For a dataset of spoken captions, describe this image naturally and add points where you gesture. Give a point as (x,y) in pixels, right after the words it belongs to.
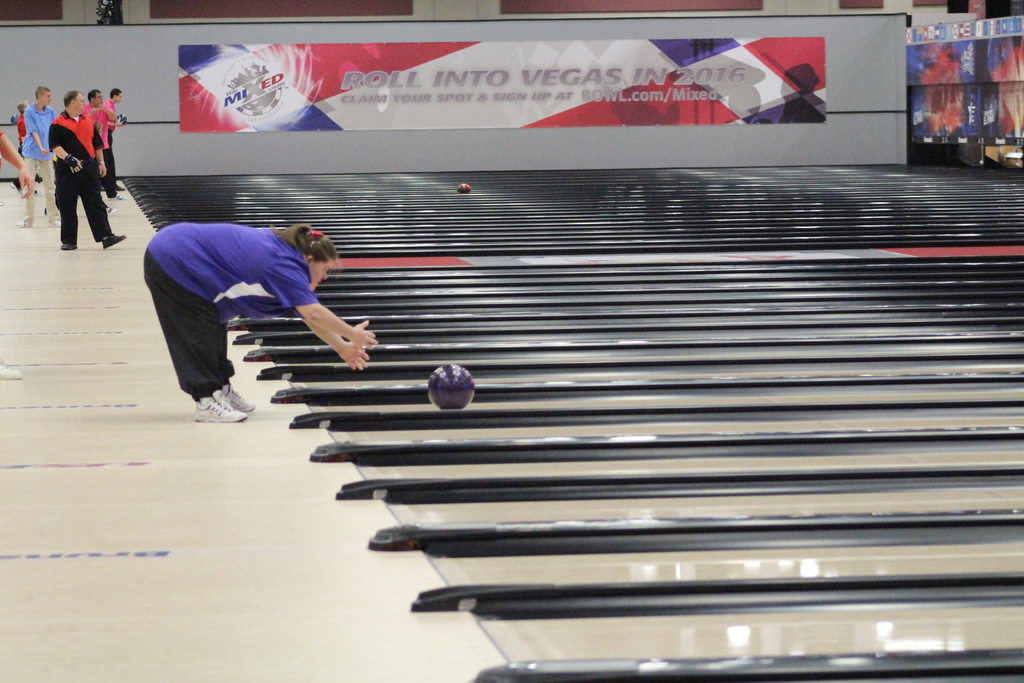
In this image there is a bowling alley (744,310), there are balls (460,390), there are persons (105,203), there is a person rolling a ball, there is a person's hand (25,177) truncated towards the left of the image (0,141), there is a wall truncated towards the top of the image (28,42), there is a wall (37,25) truncated towards the left of the image (18,34), there is a board (229,79), there is text (611,73) on the board (697,69), there are boards (969,72) truncated towards the right of the image (988,90).
